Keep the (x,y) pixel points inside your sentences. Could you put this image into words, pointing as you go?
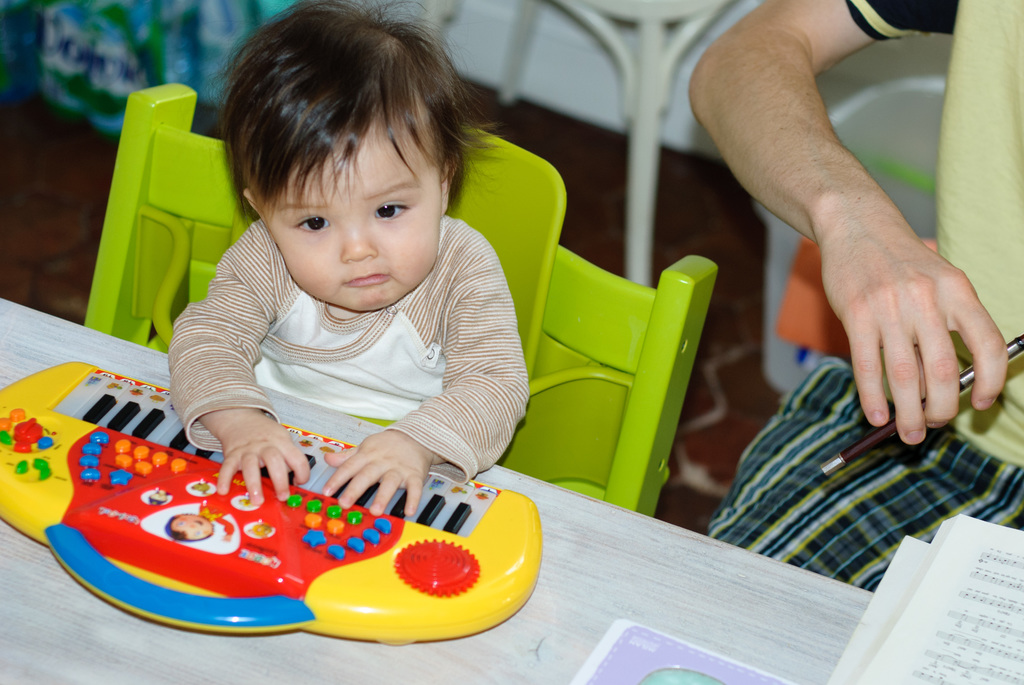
In this image I can see two persons (880,288) are sitting on the chairs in front of a table (580,649) on which there is a keyboard (419,604) and a book (918,629). In the background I can see chairs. This image is taken may be in a room (597,162).
